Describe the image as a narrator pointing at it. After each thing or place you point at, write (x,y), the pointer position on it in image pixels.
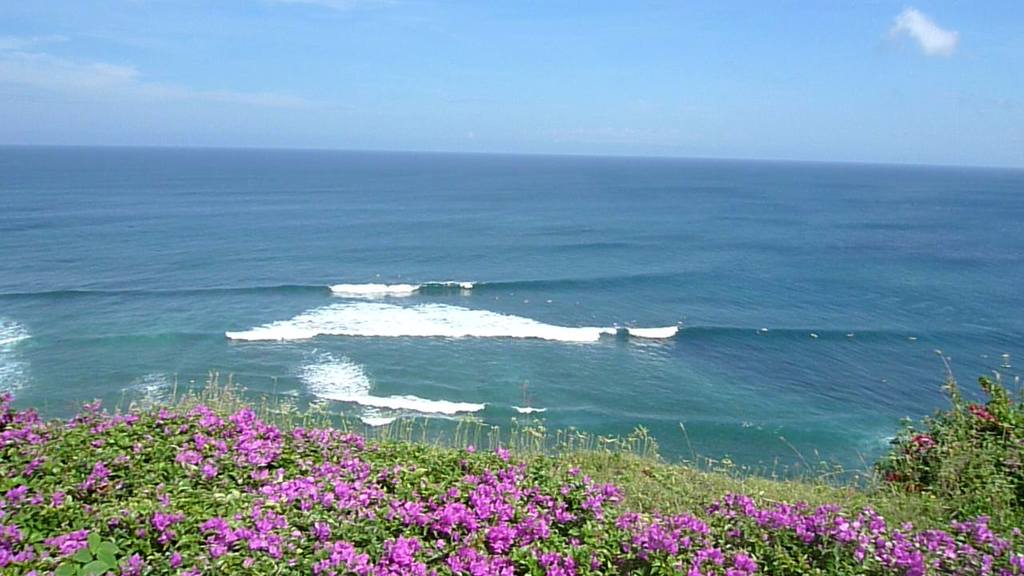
In this picture we can see some plants (805,515) and flowers (625,544) at the bottom (297,400), there is water (415,313) in the middle (453,270), we can see the sky (641,26) at the top of the picture (460,52).
